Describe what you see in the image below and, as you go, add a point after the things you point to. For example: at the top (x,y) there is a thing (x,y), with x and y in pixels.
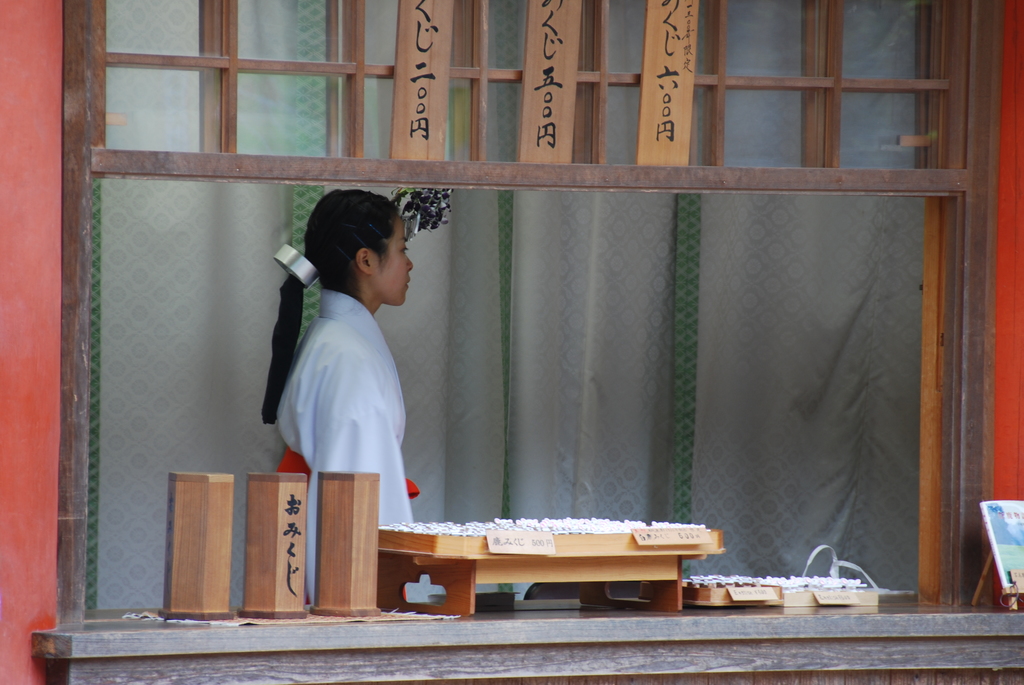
In this image, we can see a girl (342,469) walking, there are some wooden objects (353,577). We can see the curtains (460,239).
